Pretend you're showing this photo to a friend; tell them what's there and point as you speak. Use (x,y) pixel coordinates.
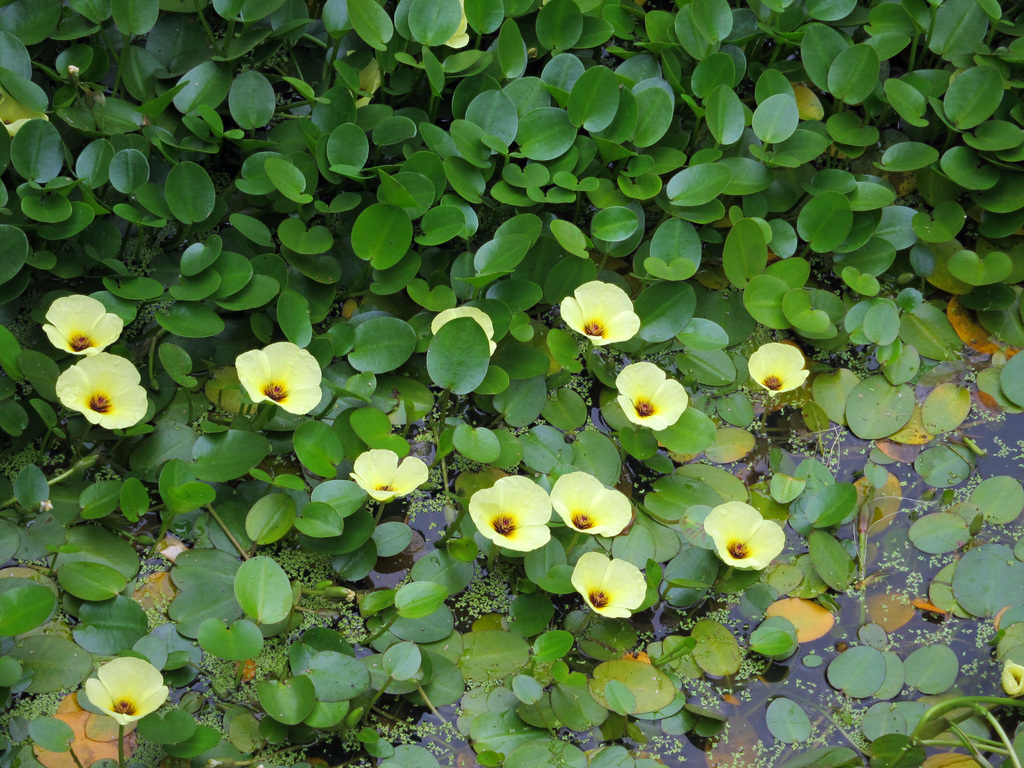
In the foreground of this picture (595,480), there are few yellow colored flowers (102,401) to the plants (305,180) and we can also see few plants (754,633) on the water (1004,539).
